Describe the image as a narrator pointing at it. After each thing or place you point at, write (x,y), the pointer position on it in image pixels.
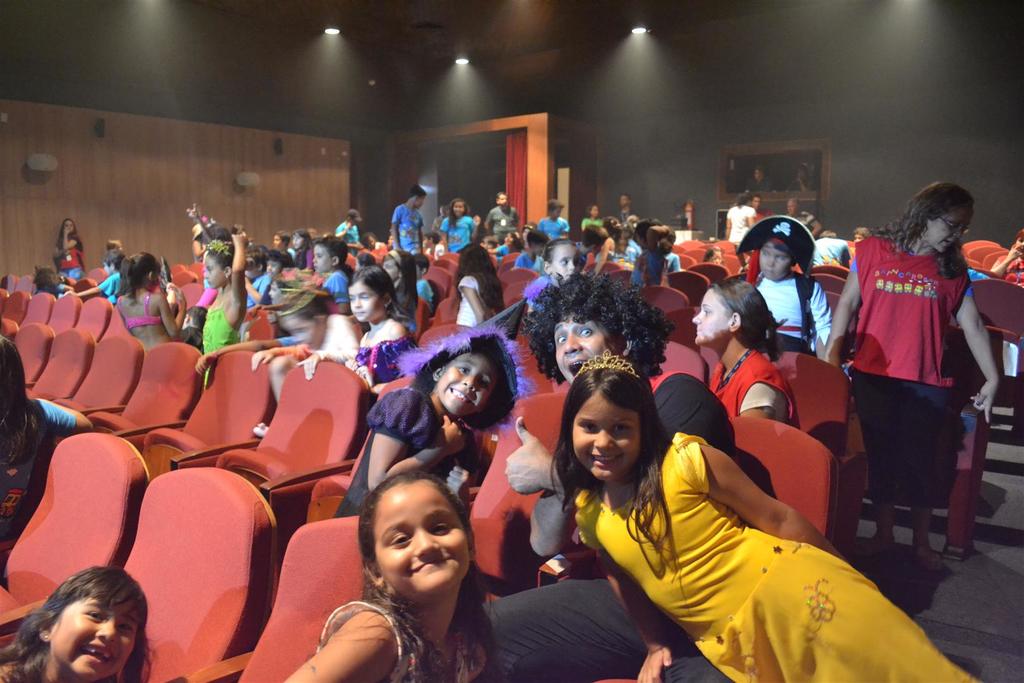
Here there are few kids (391,300) and a person (526,643) sitting on the chairs (194,428). In the background (100,239) there are few people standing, wall (108,228), frames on the wall (671,153), lights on the roof top (227,0), curtain (521,153) and doors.
